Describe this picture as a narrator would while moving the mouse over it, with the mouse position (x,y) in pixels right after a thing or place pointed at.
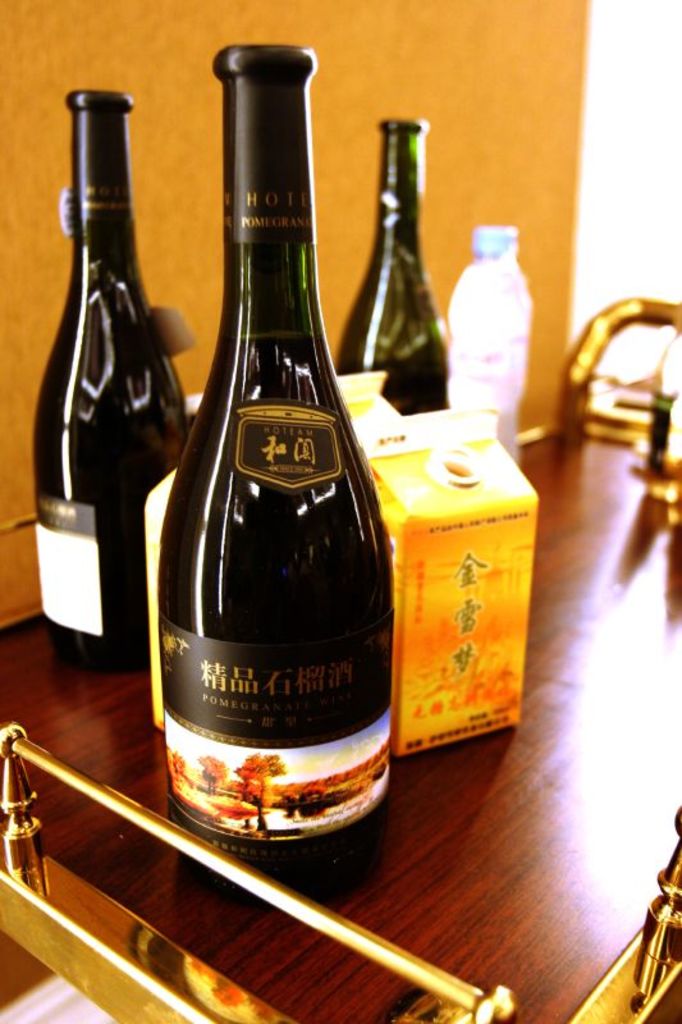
There are three wine bottles (235,462) placed on the table (479,852) along with box (448,493) and small water bottle (509,337) here. In the background (354,32) there is a wall (216,25).
